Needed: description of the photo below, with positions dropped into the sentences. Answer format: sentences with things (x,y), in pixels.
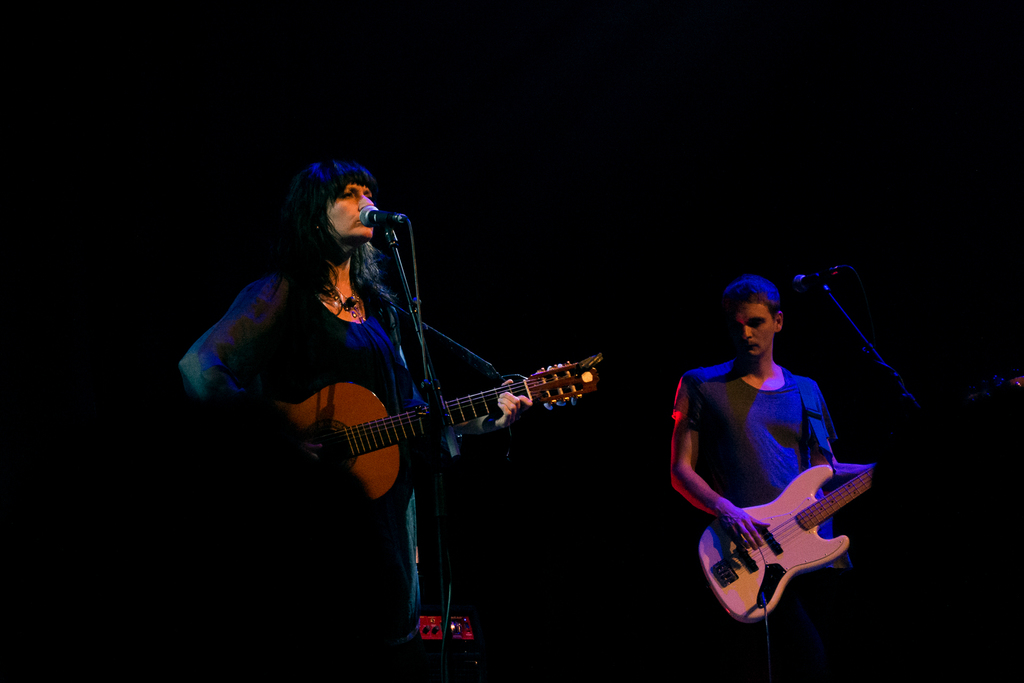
This image is taken in a concert. In this image there are two people (283,332) a man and a woman (341,223). In the middle of the image (377,259) a woman (280,311) is standing holding a guitar (395,419) in her hand (504,406) and playing the music. In the right side of the image (683,473) a man (680,460) is standing holding a guitar (731,542) in his hands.
